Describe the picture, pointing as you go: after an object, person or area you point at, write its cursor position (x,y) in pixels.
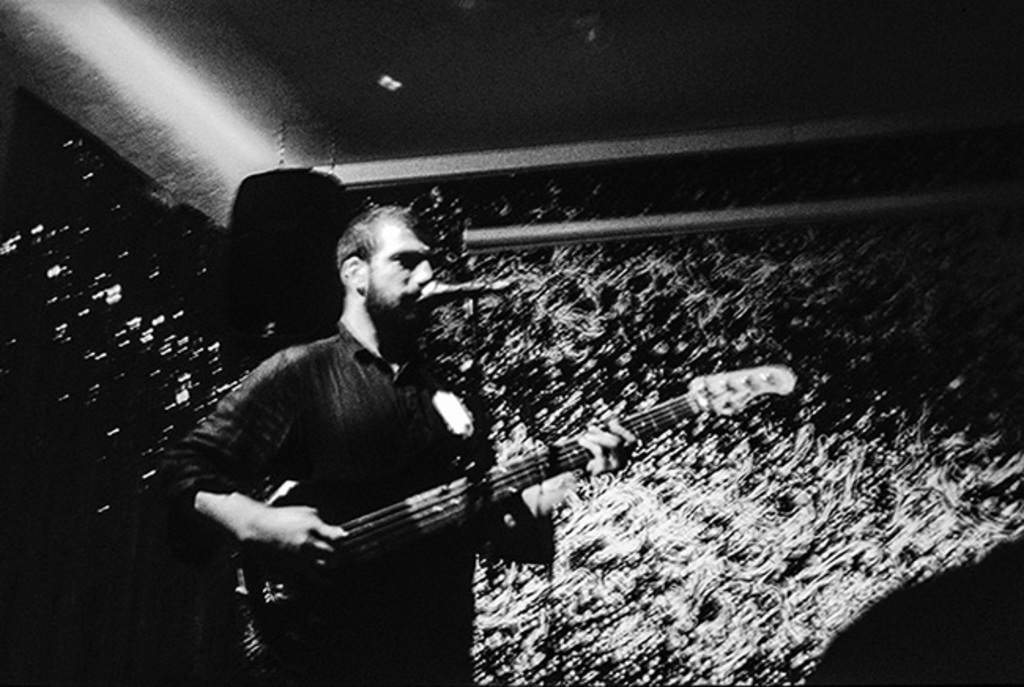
In this image we can see a man (245,532) holding a guitar (327,519) in his hands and singing through the mic (461,294).
